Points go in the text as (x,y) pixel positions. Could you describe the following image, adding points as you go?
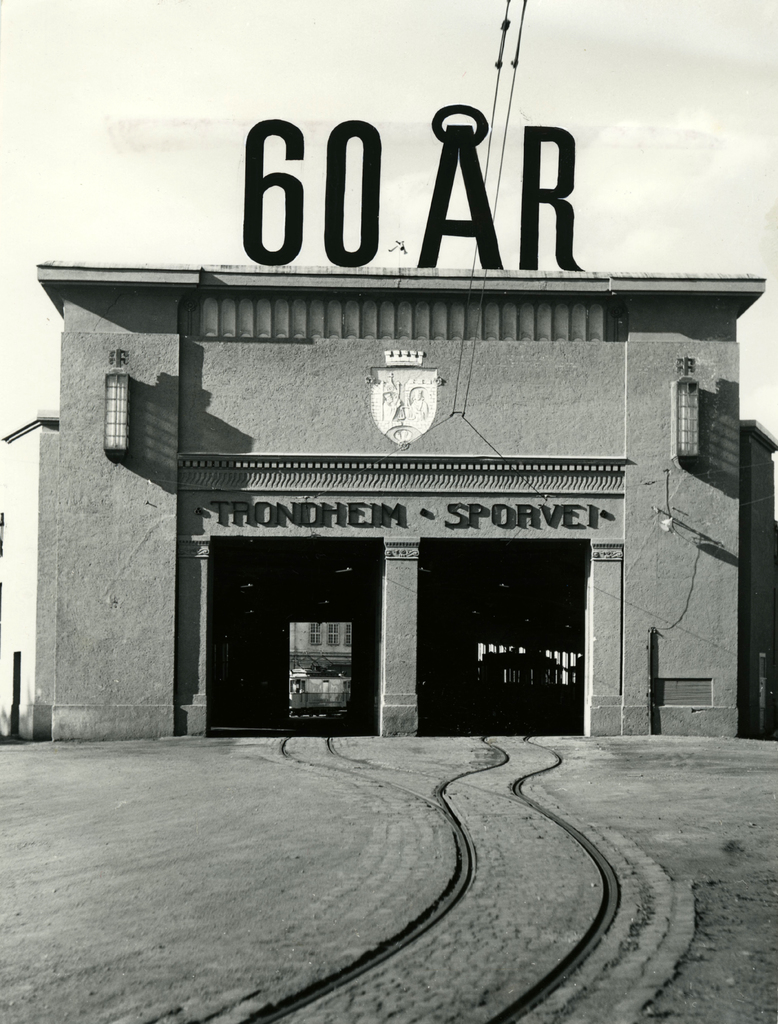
In this image I can see few tracks (457,804), a building (325,604), few lights (109,411), few wires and I can see something is written at few places. I can also see this image is black and white in colour.
